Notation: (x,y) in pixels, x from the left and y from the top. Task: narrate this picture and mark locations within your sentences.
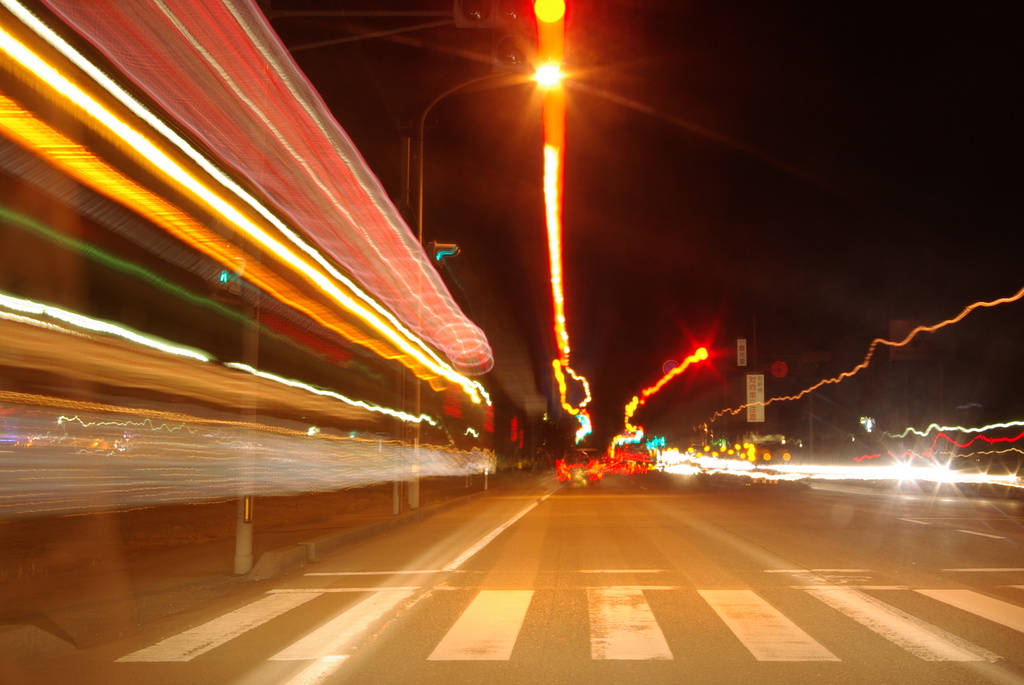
This picture is clicked outside and seems to be an edited image. In the foreground (148,628) we can see the zebra crossing (723,602) and we can see the road (709,526). On the left (157,456) we can see a building like object (209,385). In the center (464,338) we can see the lights (703,346), lamp post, text (756,386) on the boards (752,389) and many other objects (618,443). In the background (801,120) we can see the sky (779,96).
